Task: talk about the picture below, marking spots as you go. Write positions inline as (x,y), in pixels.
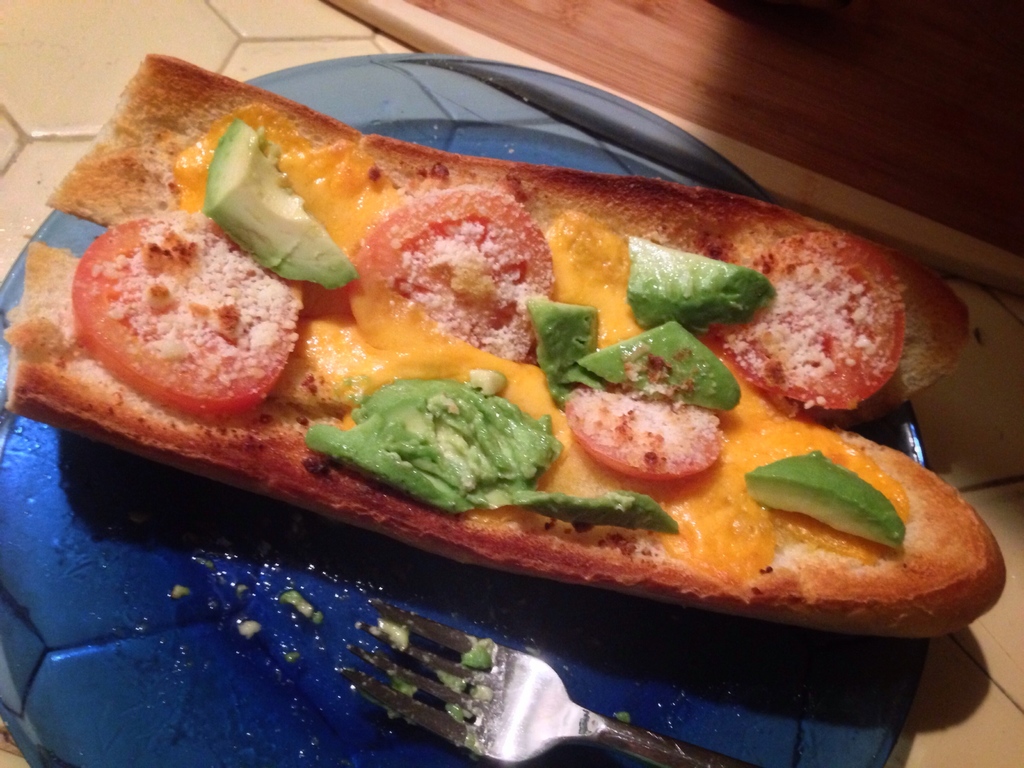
In this image, we can see a food (529,566) on the blue plate (701,699). This plate (434,699) is placed on the surface (0,29). Top of the image (661,96), we can see a wooden object (701,53).
